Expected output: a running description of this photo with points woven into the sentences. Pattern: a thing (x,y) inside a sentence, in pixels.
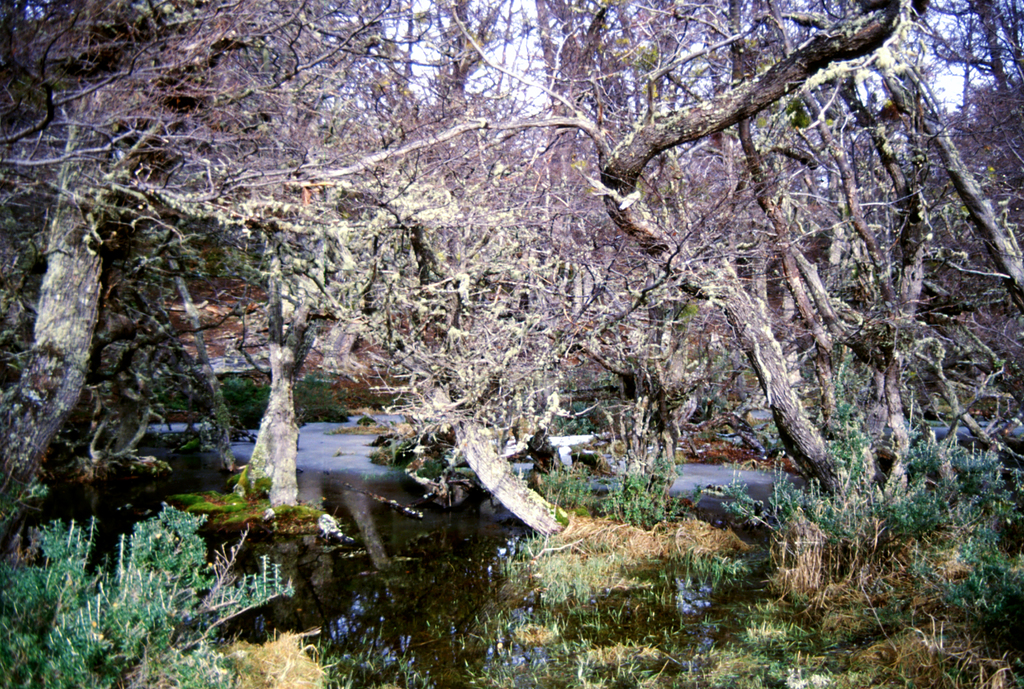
In this image there is water (529,616) at the bottom (529,616). In the background (675,255) there are trees (397,276). On the left side (66,604) bottom there is a plant (115,590). At the top (539,60) there is a sky (526,48).
